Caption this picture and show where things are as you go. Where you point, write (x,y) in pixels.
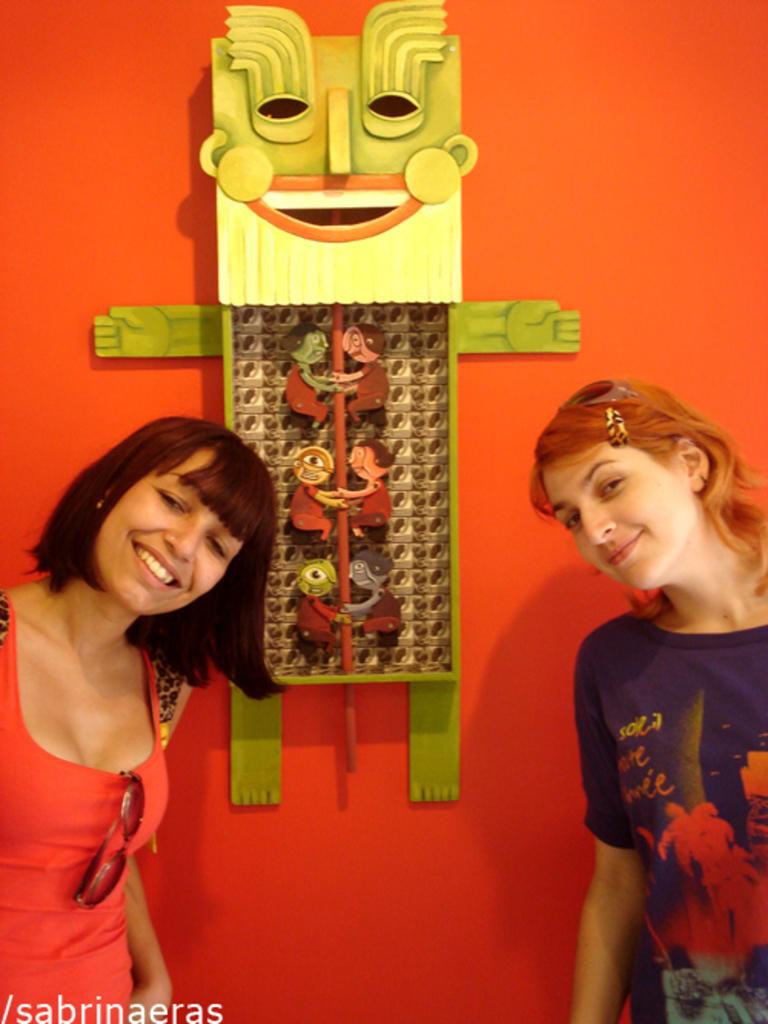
On the right (612,874) and left side of the image (131,535) we can women (629,659). In the background (440,63) there is wall hanging (439,267) and wall (636,173).
